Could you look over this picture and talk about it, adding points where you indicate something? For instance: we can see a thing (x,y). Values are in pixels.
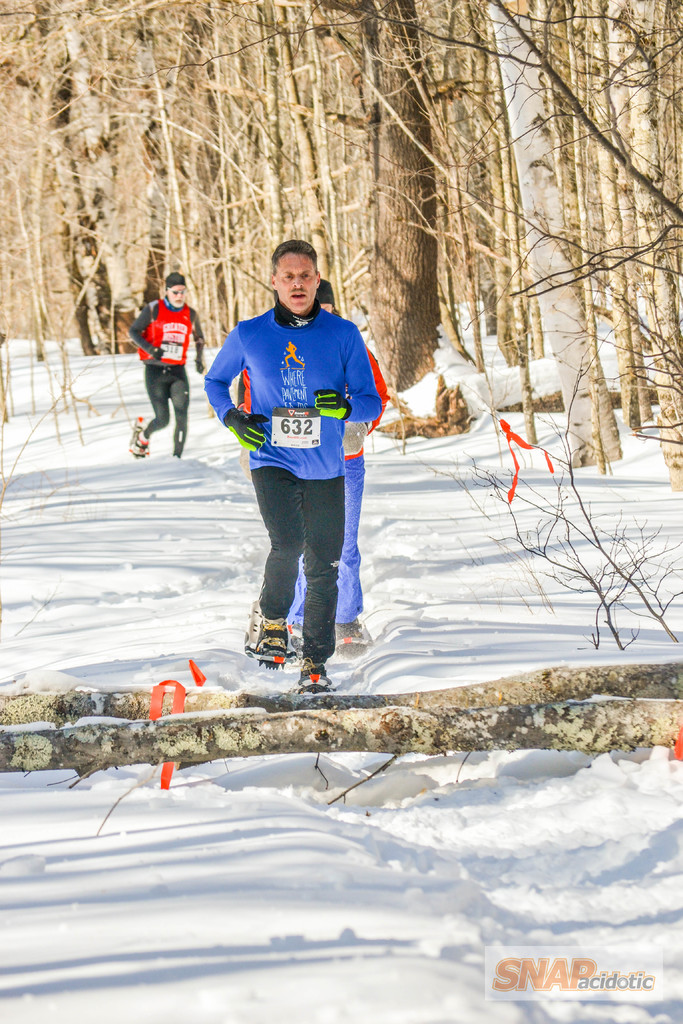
In this image I can see three people (249,468) with the snowshoes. These people (294,406) are wearing the different color dresses (273,501) and I can see they are on the snow (111,639). In-front of these people (316,504) I can see the branches (263,743) of the tree (281,747). In the back (309,142) there are many trees (226,191).
